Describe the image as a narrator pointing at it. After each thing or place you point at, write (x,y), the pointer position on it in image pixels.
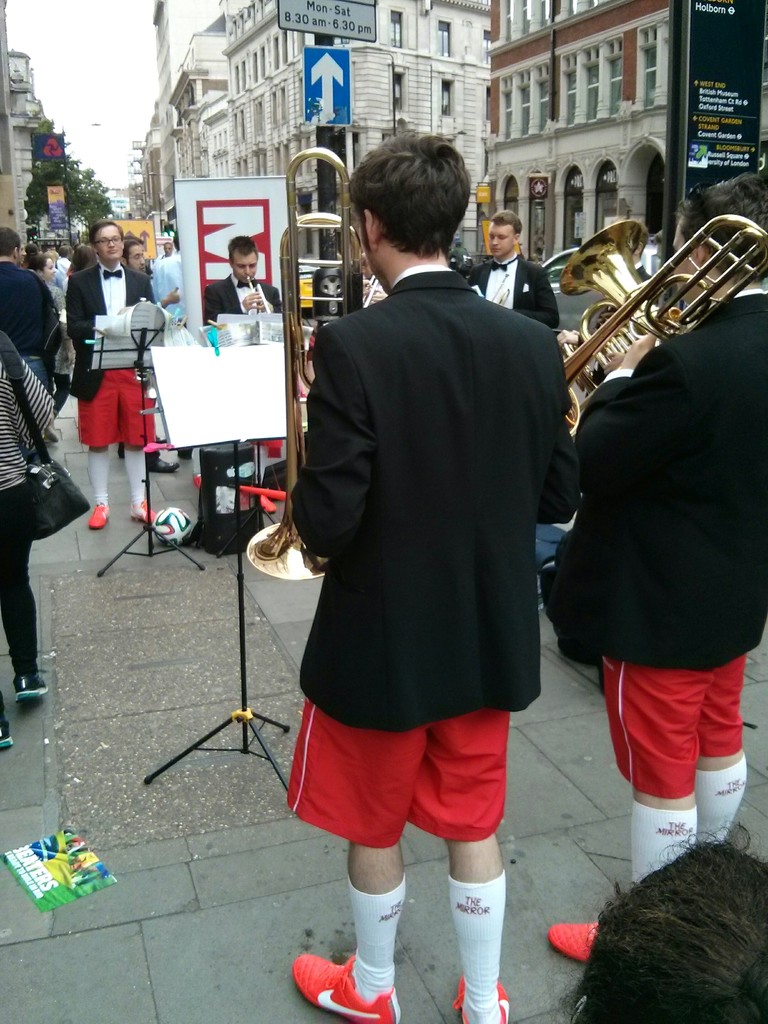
This image is taken outdoors. At the bottom of the image (156,936) there is a floor (141,722). In the background (610,157) there are many buildings (390,91). There are two trees (77,187). There are many boards (704,46) with text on them. There are two signboards (320,64). There is a banner (216,231) with a text (222,211) on it. A few vehicles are moving on the road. In the middle of the image (410,645) many people (120,295) are standing on the sidewalk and playing music. They are holding musical instruments (623,334) in their hands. There are two stands (144,375) with notes (170,385) on them. A few people (38,361) are walking on the sidewalk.
